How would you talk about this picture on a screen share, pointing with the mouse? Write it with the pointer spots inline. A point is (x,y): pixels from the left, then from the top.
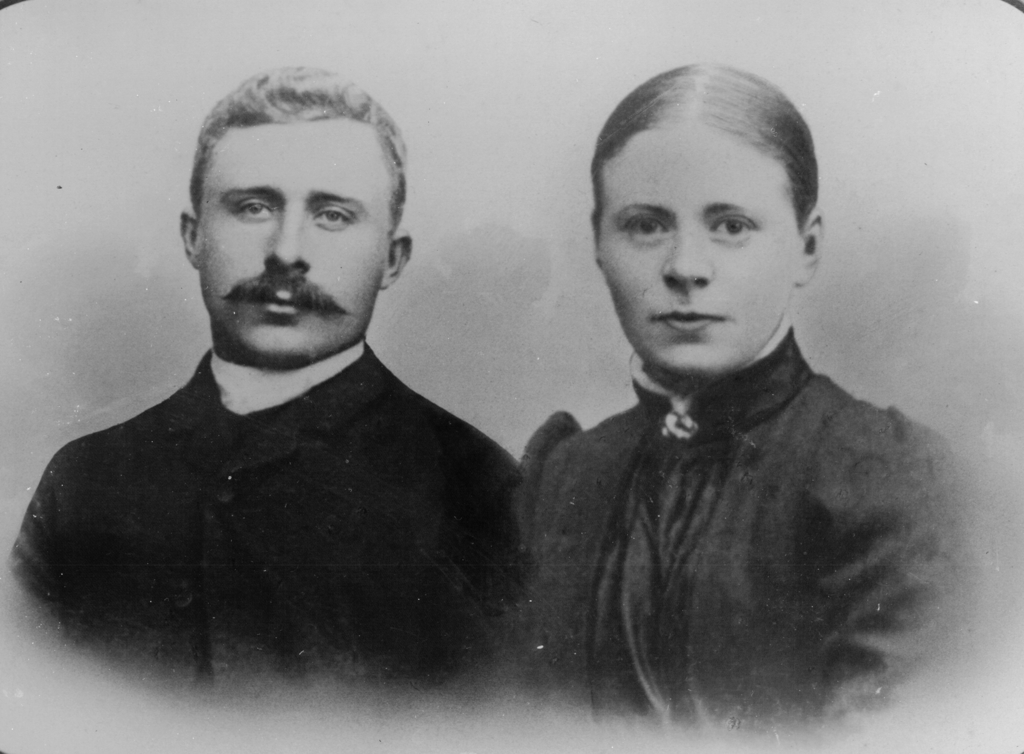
In this image there is a photo (567,615) of man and woman (599,597) standing together.
